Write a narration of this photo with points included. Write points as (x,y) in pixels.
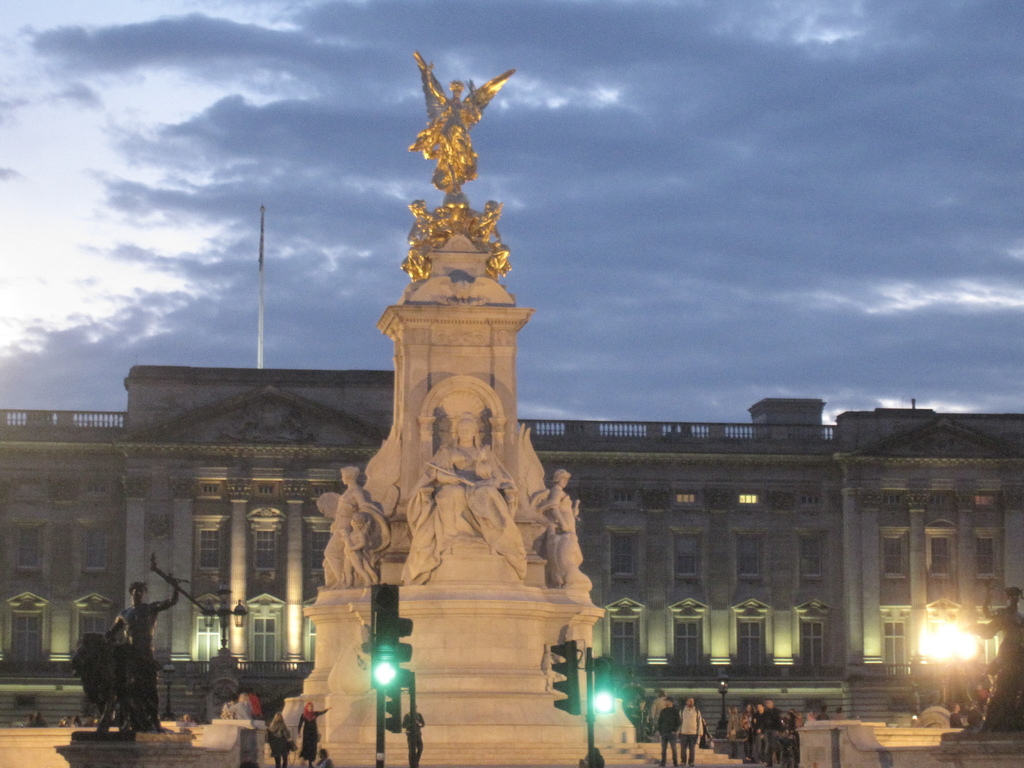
In this picture we can see there are statues (427,145). In front of the statues (442,531) there are groups of people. In front of the people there are poles (383,693) with traffic signals (385,706) and lights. Behind the statues (475,479) there is a building (648,529), another pole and the sky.
